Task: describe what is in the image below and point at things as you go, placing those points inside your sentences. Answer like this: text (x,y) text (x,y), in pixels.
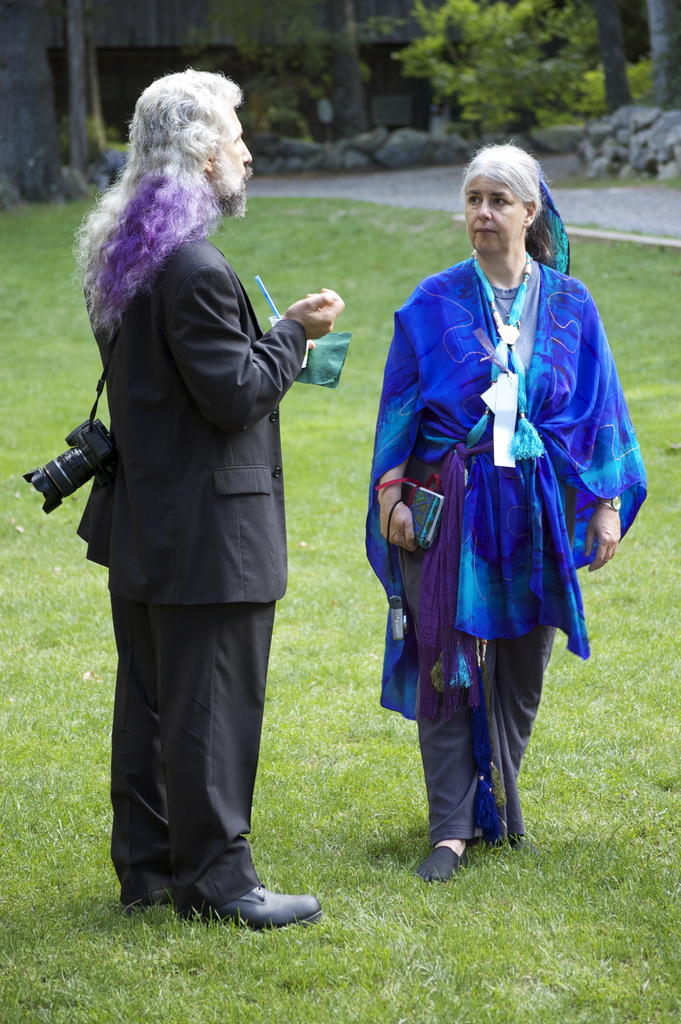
There is a man (185,403) holding a cup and camera (44,486) with him, there is a woman (456,524) holding a book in the foreground area of the image (453,335), there are stones (442,140), it seems like a building (370,107) and the trees (79,129) in the background (313,74).
